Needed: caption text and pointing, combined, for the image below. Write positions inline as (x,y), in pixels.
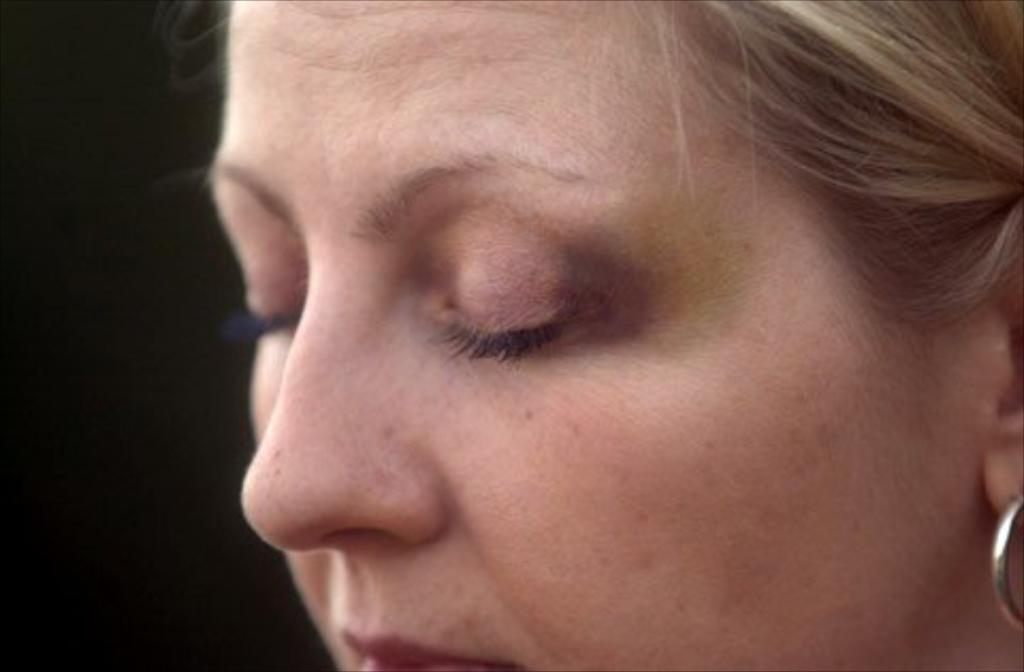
In this picture we can see a woman (451,500). She is wearing earring (1018,611).
